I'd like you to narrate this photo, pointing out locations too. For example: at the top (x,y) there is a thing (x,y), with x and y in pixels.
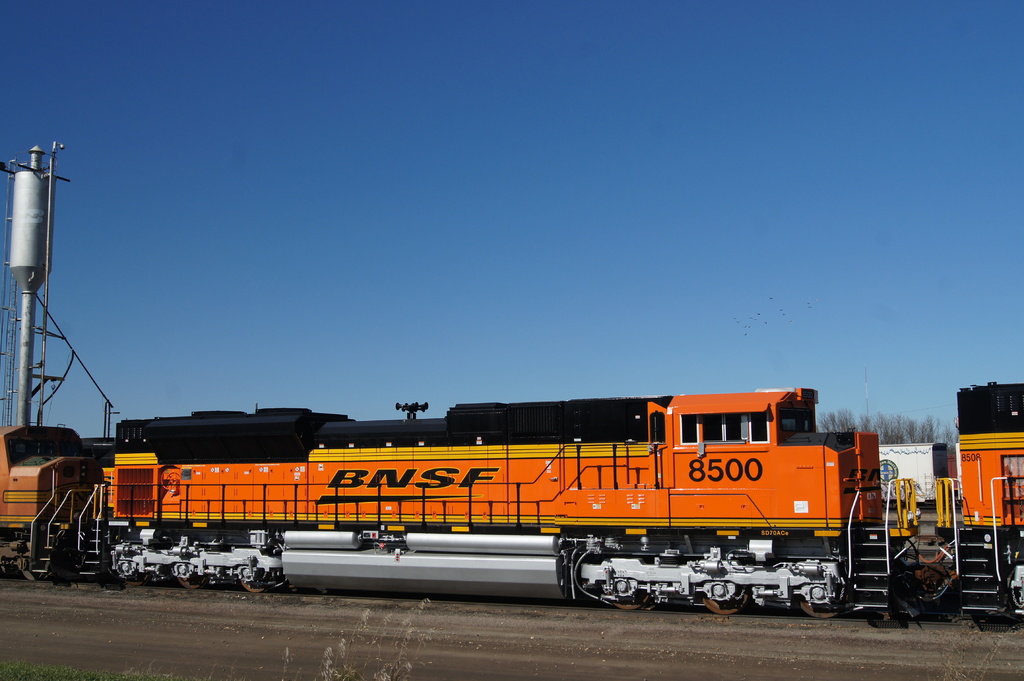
In this image, there is an orange color train (384,495) on a railway track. Beside this railway track (920,624), there is a dry land (696,636). In the background (36,196), there is a tank (28,225) attached to a pole (31,304), a white color box (920,454), there are trees (954,433) and there is blue sky (926,235).
